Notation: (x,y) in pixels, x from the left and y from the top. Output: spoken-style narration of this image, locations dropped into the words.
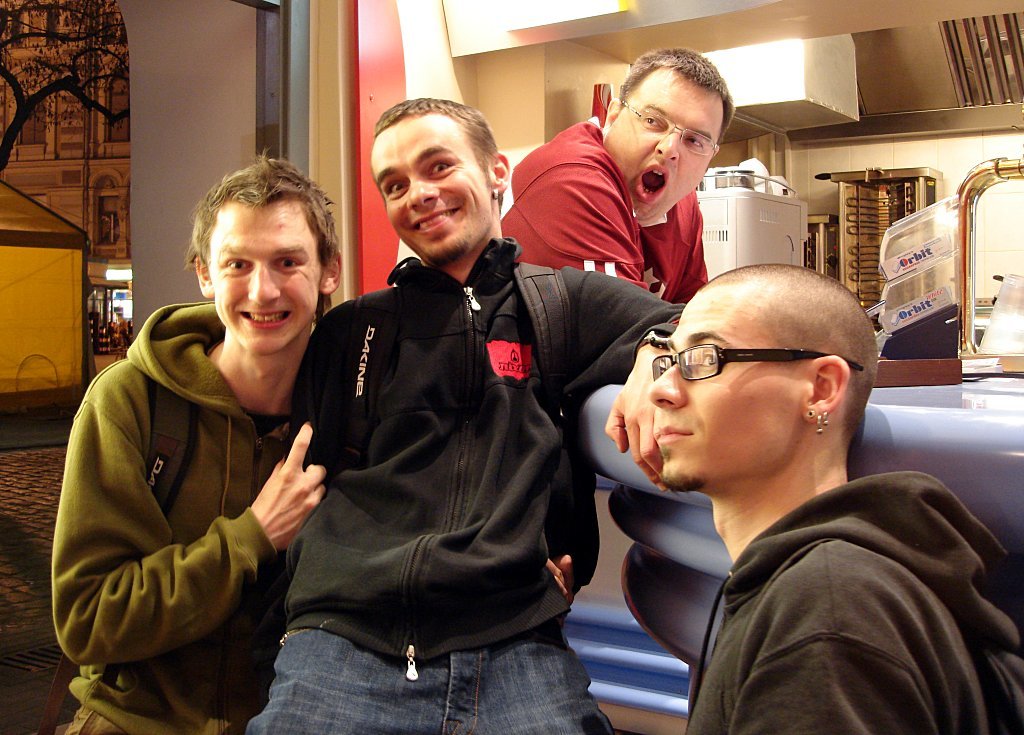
In the image we can see there are four men (493,424) wearing clothes (845,624) and two of them are wearing glasses (646,122) and earrings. This is a footpath (36,463), tree (32,111), light (111,274) and other objects (33,261).
